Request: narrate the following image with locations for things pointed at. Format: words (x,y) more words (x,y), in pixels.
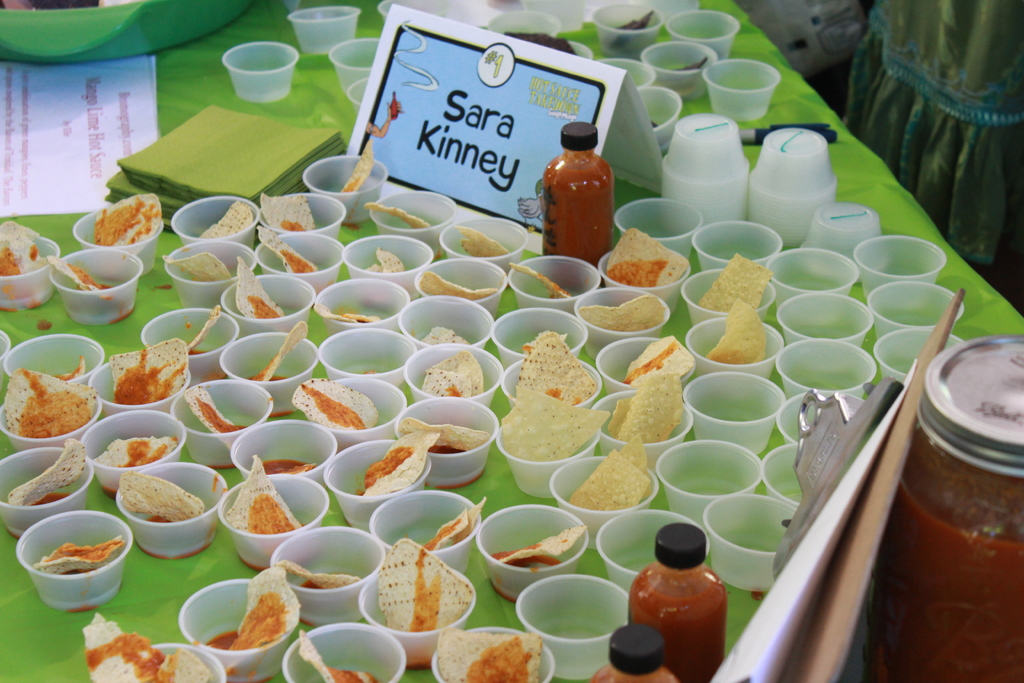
There is a table (681,347). On the table (815,197) there is a green cloth (870,172). Also there are many cups (423,483). Inside the cups (319,494) there are some food items (266,463). On the table (643,210) there are bottles (584,180), a name plate (489,129) and papers (88,135).
